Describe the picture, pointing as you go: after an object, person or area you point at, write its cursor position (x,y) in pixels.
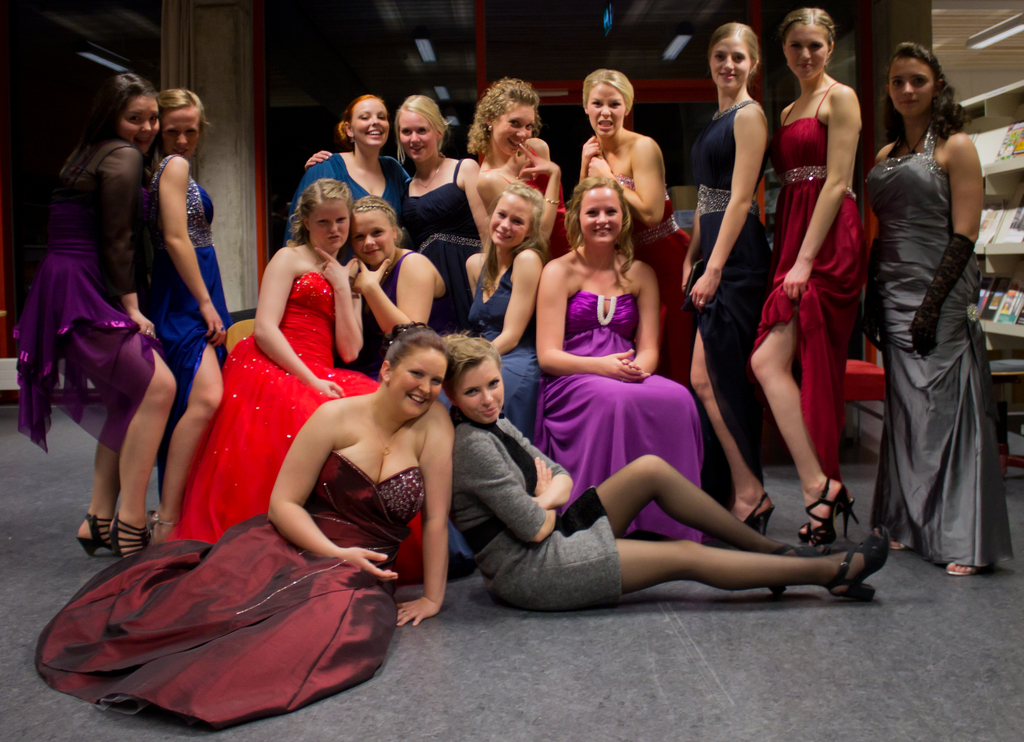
In this picture, two women (474,479) are sitting on the floor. Both of them are smiling and they are posing for the photo. Behind them, we see four women (617,327) are sitting on the chairs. They are also smiling and posing for the photo. Behind them, we see women (720,146) are standing. All of them are smiling and they are posing for the photo. On the right side (969,104), we see a rack (983,103) in which many books (1017,313) are placed. Behind them, we see a chair (856,383) which is in red color. On the left side (246,276), we see a grey pillar (227,154). At the top (472,73), we see the ceiling (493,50) of the room (445,74). At the bottom (662,640), we see a carpet (631,663) or a floor (559,676) in grey color.
